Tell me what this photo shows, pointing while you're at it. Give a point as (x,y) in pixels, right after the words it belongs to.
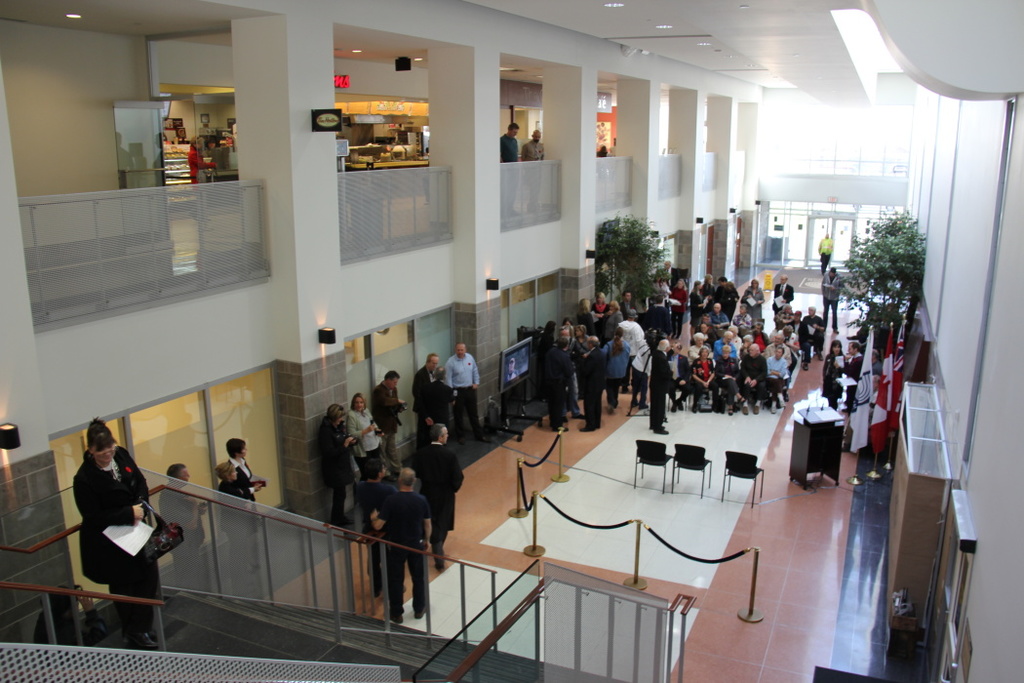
In this picture I can see there are many people (668,304) at the shopping mall (691,420) and it has two floors (695,671) and there is a door (808,217) and a window (855,207) in the backdrop (808,224).
